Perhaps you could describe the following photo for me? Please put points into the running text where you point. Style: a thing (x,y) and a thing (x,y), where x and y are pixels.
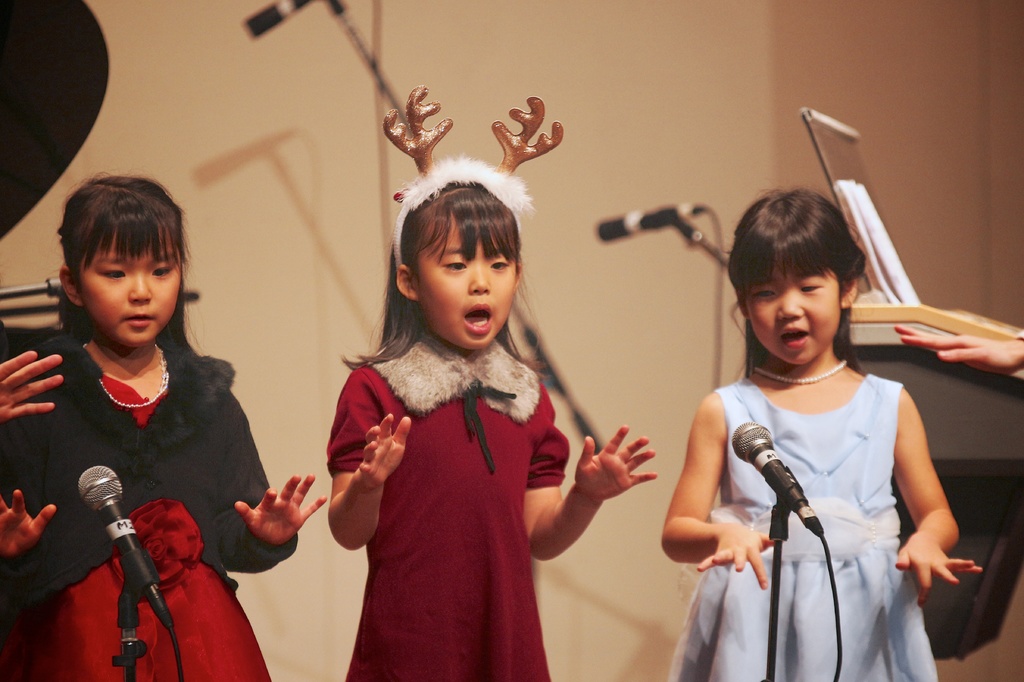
In this image, we can see three girls (99,569) are standing and singing with actions. Here we can see few stands (785,499) with microphone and wires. Right side (1012,357) and left side of the image (8,376), we can see human hands (990,346). Background (644,148) there is a wall (712,152). Here we can see papers (890,263).
